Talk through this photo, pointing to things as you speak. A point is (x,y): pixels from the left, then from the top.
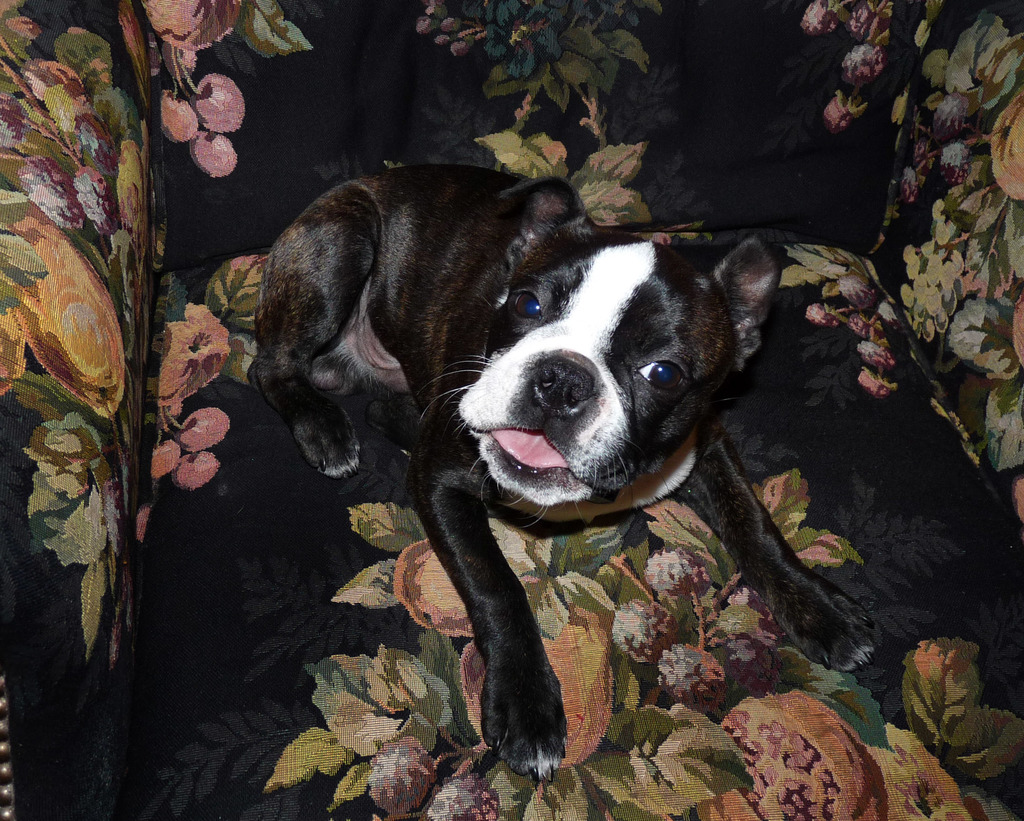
In this picture we can see a dog (492,444) on a chair (184,440).
